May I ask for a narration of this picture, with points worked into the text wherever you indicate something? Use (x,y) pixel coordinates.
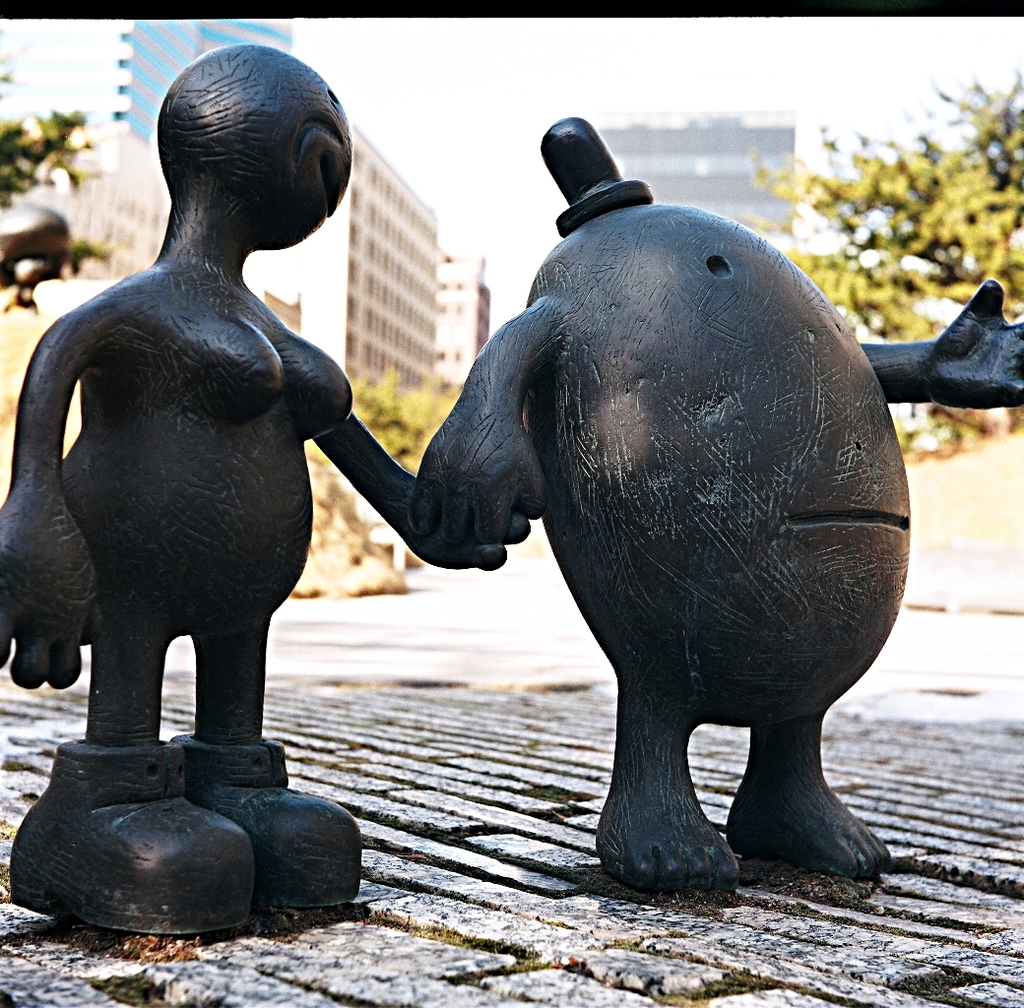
In this image there are two sculptures (217,779) of a person (501,521) and an egg shaped structure (625,483), and in the background (475,135) there are trees (891,306), buildings (34,76), sky (610,69).
